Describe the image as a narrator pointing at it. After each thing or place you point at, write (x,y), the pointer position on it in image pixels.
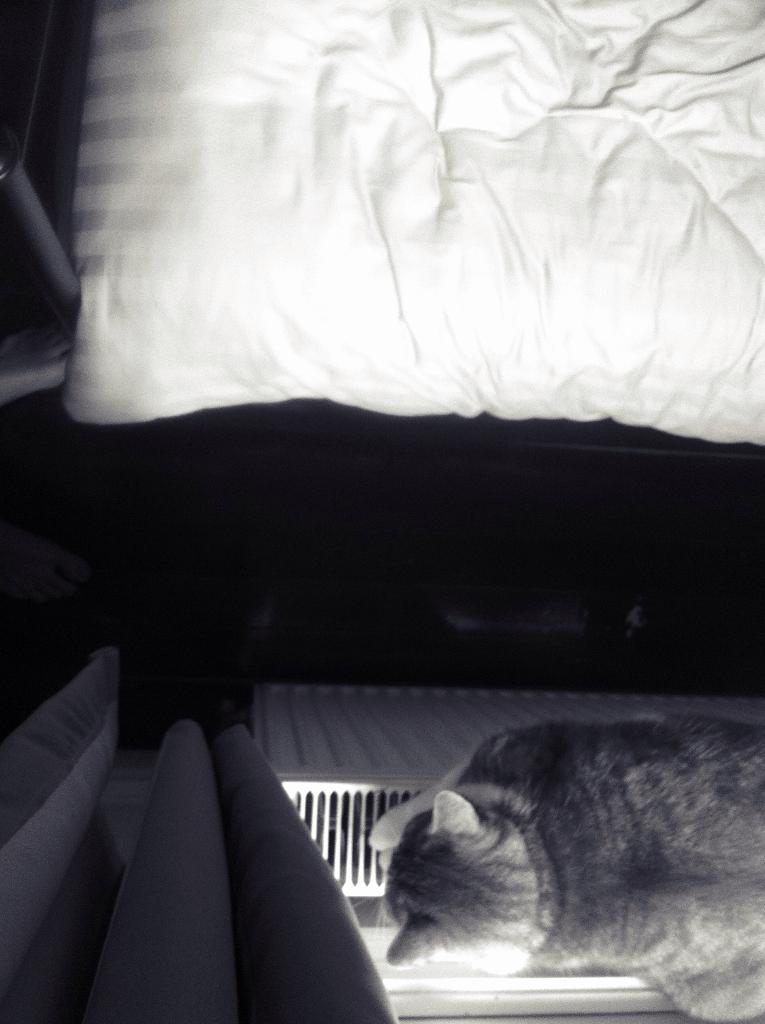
This is the top view of an image which is in black and white color. Here we can see curtains (227,884), cat (392,861) on some object (367,809) and the bed (307,301).
